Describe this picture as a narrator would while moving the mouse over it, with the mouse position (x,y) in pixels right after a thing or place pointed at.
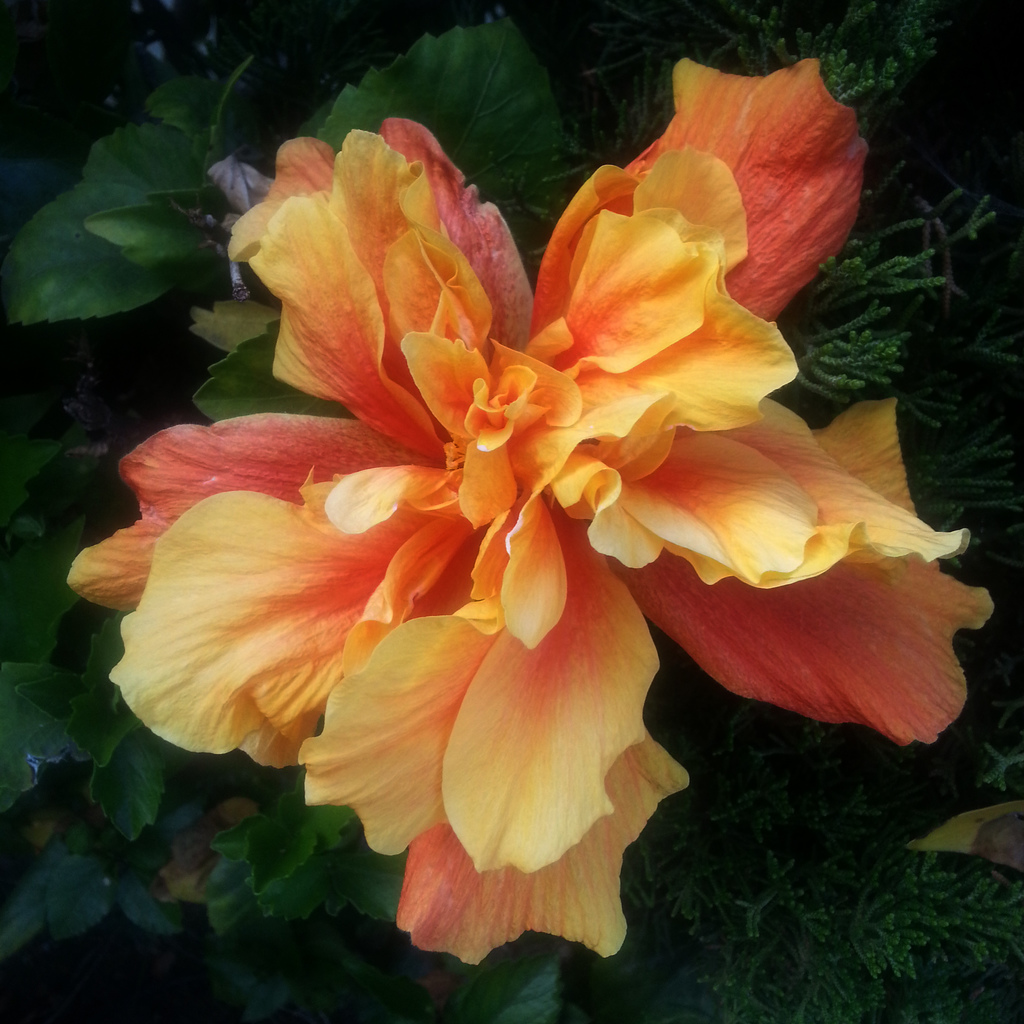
In this image we can see a flower (623,478) and leaves (24,756).
